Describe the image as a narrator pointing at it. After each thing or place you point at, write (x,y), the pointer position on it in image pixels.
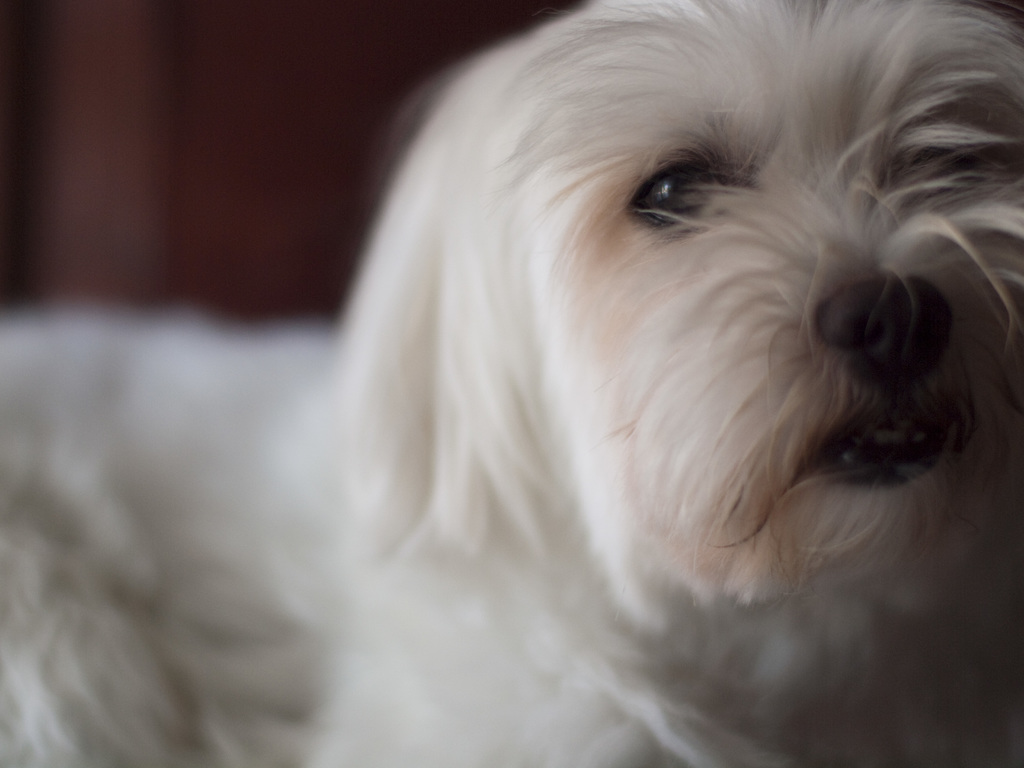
This picture shows a white color dog (224,632).
